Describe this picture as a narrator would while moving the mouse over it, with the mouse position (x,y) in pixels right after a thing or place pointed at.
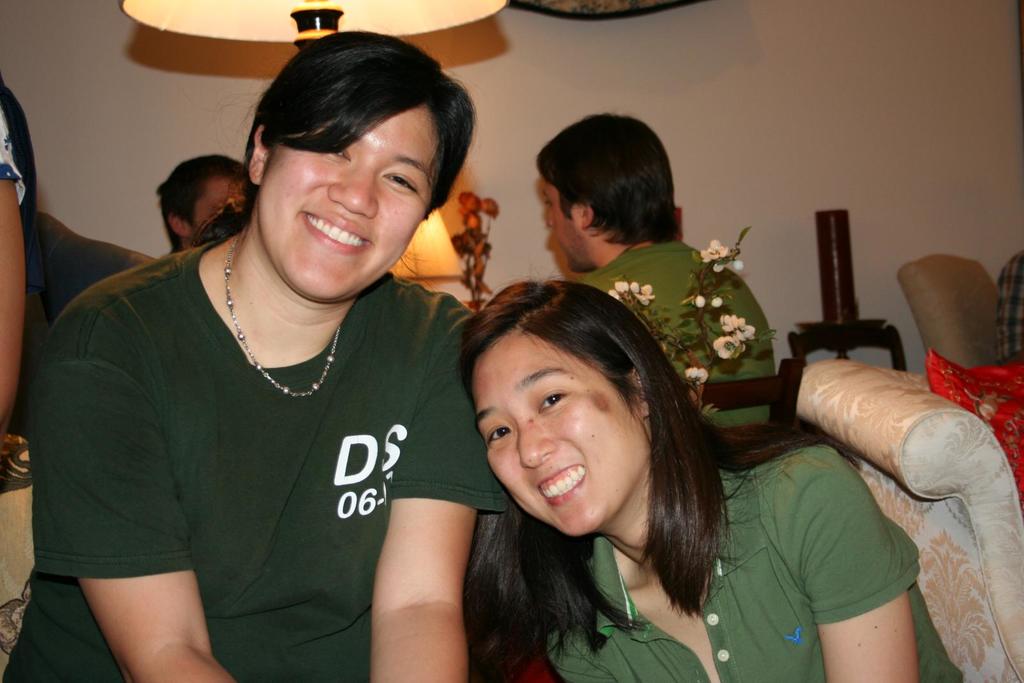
In this image I can see there are group of people (508,294) and sofa set (851,369) and flowers (713,339) and chairs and lamp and the wall (638,55) visible, in the foreground (413,335) I can see there are two persons (357,360) both are wearing a green color dress (71,481) and both are smiling.
